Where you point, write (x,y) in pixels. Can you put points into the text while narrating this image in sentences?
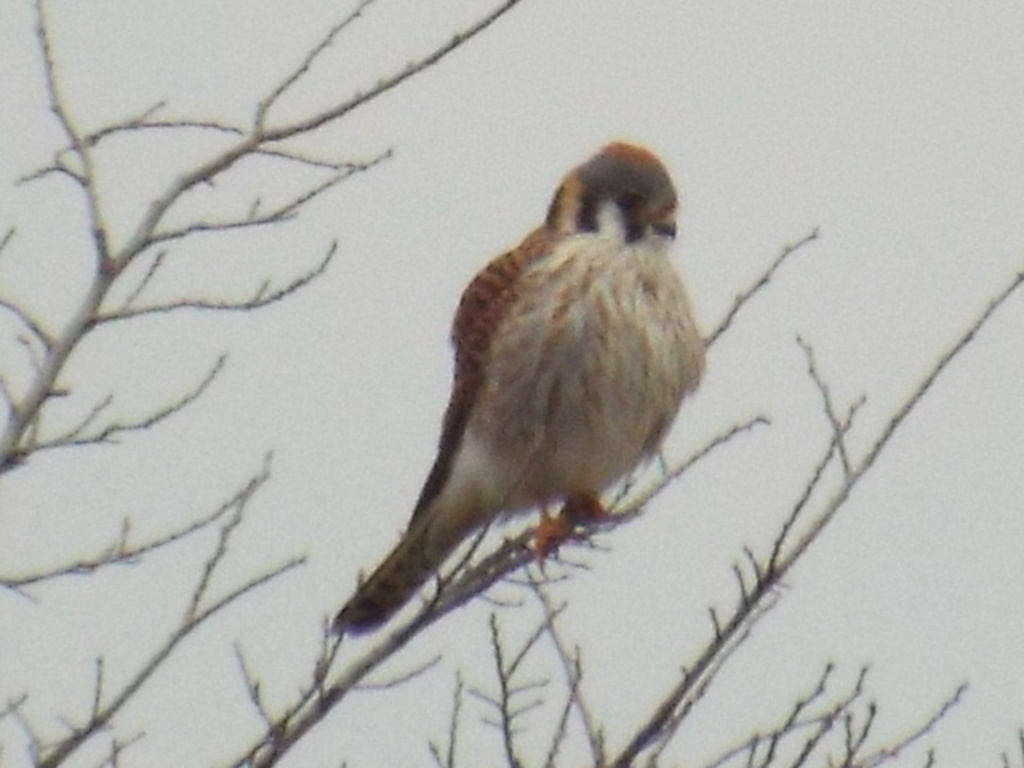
In this image we can see a bird (370,594) on the tree (223,157) and in the background (786,111), we can see the sky (365,126).
